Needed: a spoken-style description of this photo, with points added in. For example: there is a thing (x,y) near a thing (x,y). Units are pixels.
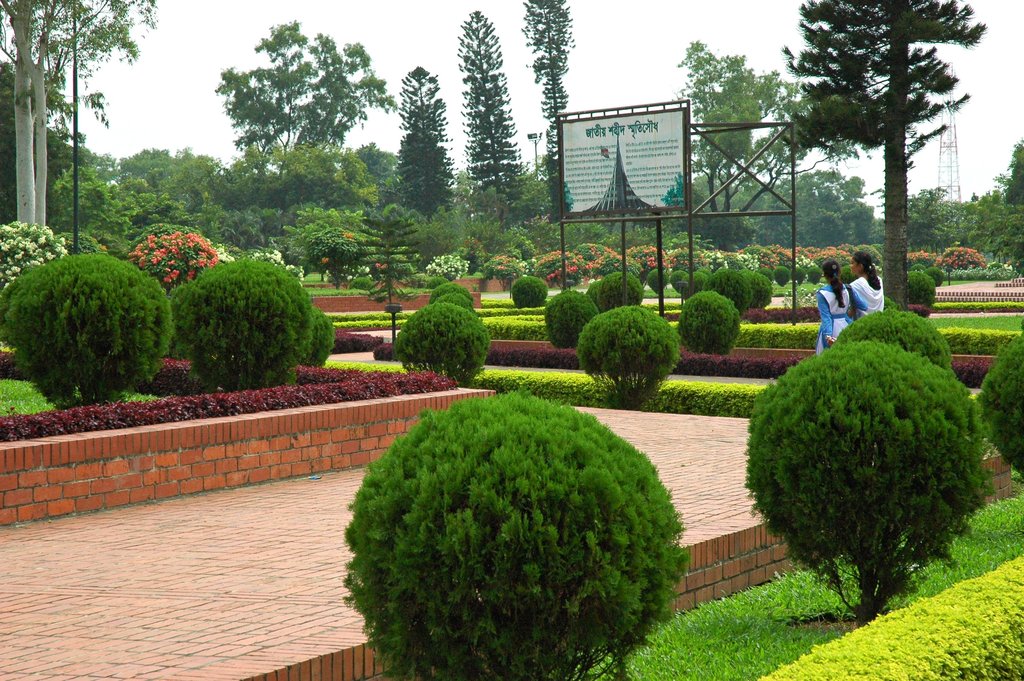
In this image, we can see some plants (441,304) and trees (902,80). There is a board (631,143) in the middle of the image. There are two persons (832,316) on the right side of the image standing and wearing clothes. There is a sky (458,34) at the top of the image (637,38).
